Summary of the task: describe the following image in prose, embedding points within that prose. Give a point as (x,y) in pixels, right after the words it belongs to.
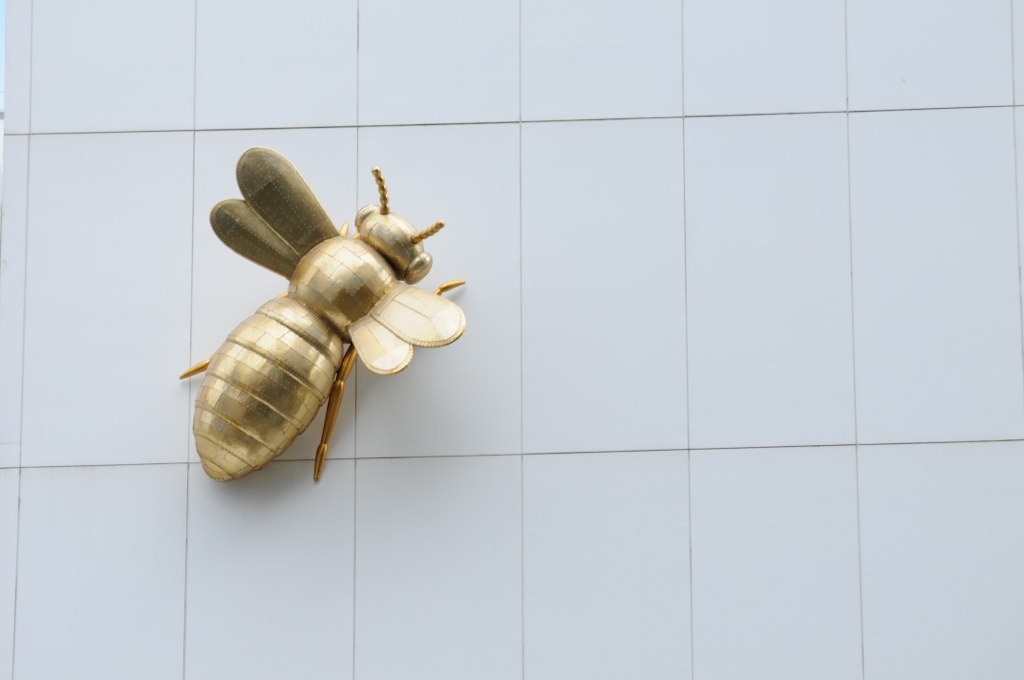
In this image we can see there is a golden metal honey bee (288,351).
